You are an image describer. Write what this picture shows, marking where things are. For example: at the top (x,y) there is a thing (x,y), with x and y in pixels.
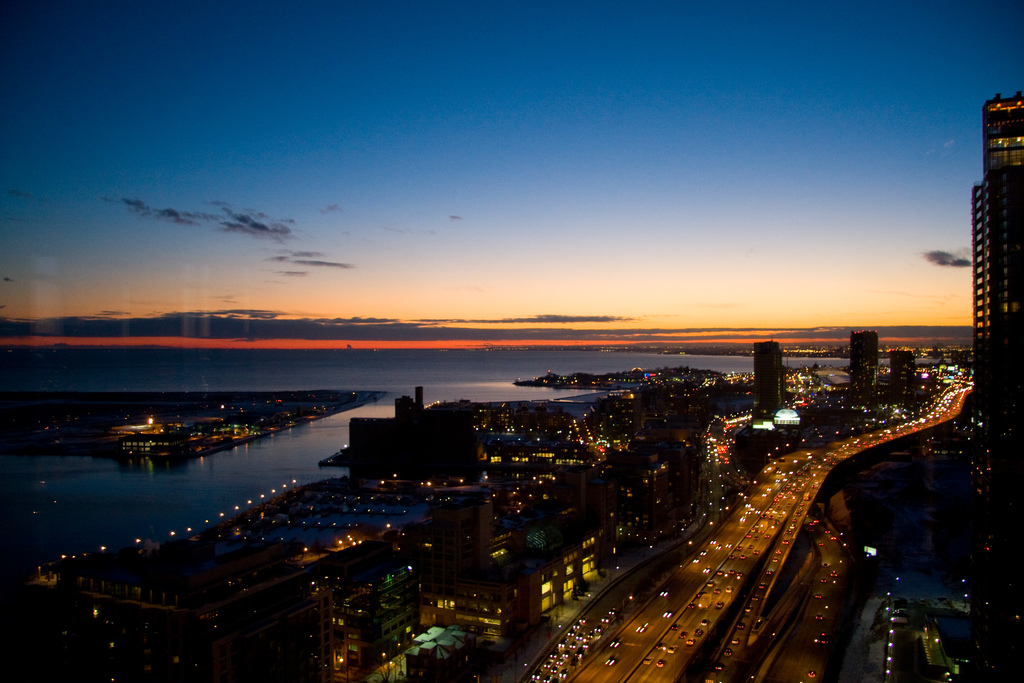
It is the top view, this is the road (731,565) in the middle of an image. On the right side (1000,166) there are buildings (991,289). On the left side (172,513) it is water (279,469), at the top (636,171) it's a sky (636,171).
